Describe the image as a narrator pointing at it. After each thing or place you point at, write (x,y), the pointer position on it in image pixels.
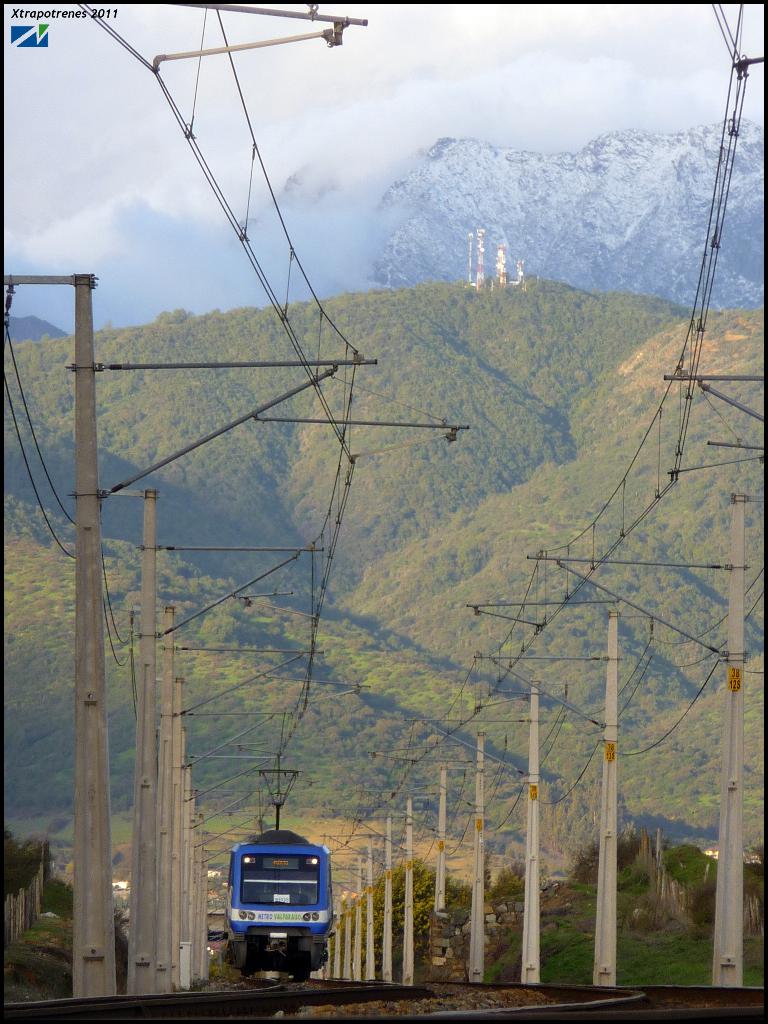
In this image I can see few railway tracks (244,997) and on it I can see a blue colour train (292,926). I can also see number of poles (178,872), wires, clouds (345,251), trees (551,301) and mountains (384,276).
